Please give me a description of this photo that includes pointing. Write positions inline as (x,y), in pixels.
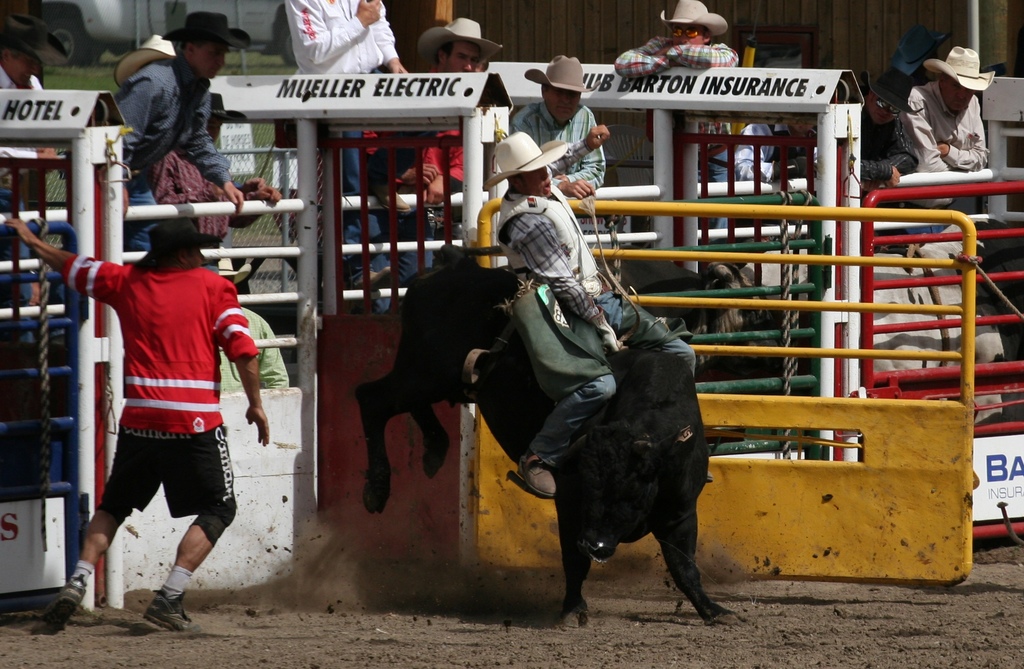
In the center of the image (552,244) we can see a man (638,325) is sitting on an animal (639,373) and wearing hat (537,158). In the background of the image (729,428) we can see the rods (729,220), door (913,524), boards (714,104), mesh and some people (945,101) are standing and some of them are wearing hats (443,38). At the top of the image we can see a board (233,82) and wood wall (548,60). At the bottom of the image (435,609) we can see the ground (724,662).
